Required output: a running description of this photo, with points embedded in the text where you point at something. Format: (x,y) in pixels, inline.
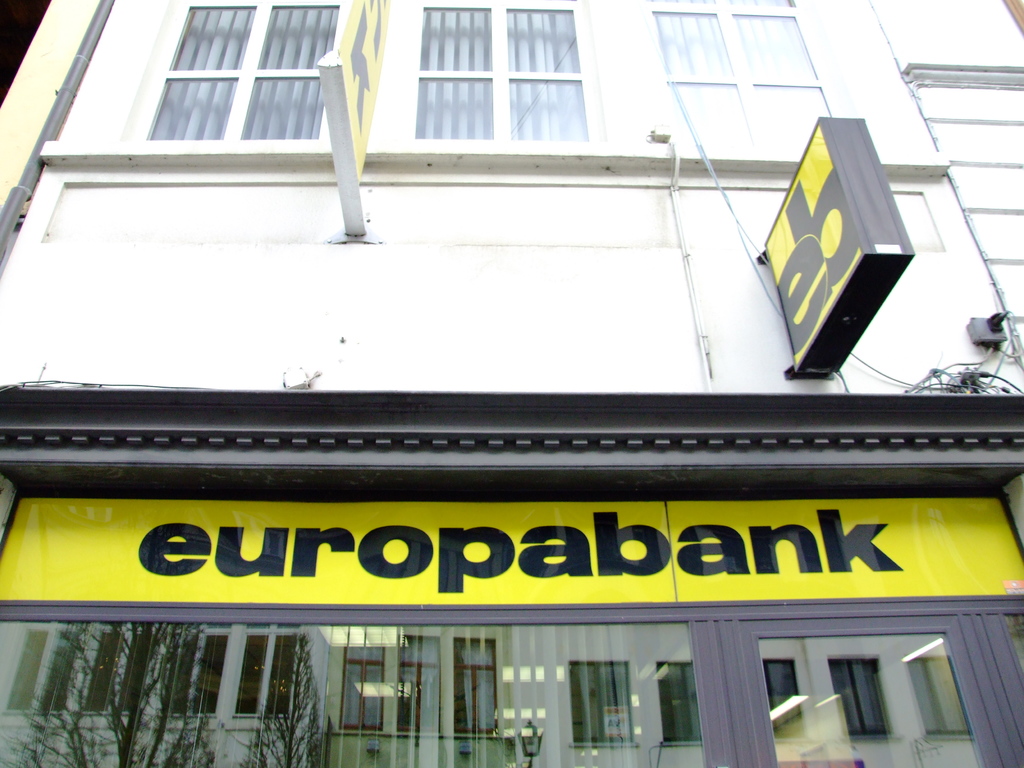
In this image, we can see a building (457,332), wall (278,244), glass windows (778,57), board (791,258), banner (851,276), pipe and wires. At the bottom (542,739), we can see glass objects (652,732) and hoarding (498,541). On the glass objects (447,734), we can see buildings (567,718), walls (552,725), windows (607,730), trees (175,730) and light (533,742).
